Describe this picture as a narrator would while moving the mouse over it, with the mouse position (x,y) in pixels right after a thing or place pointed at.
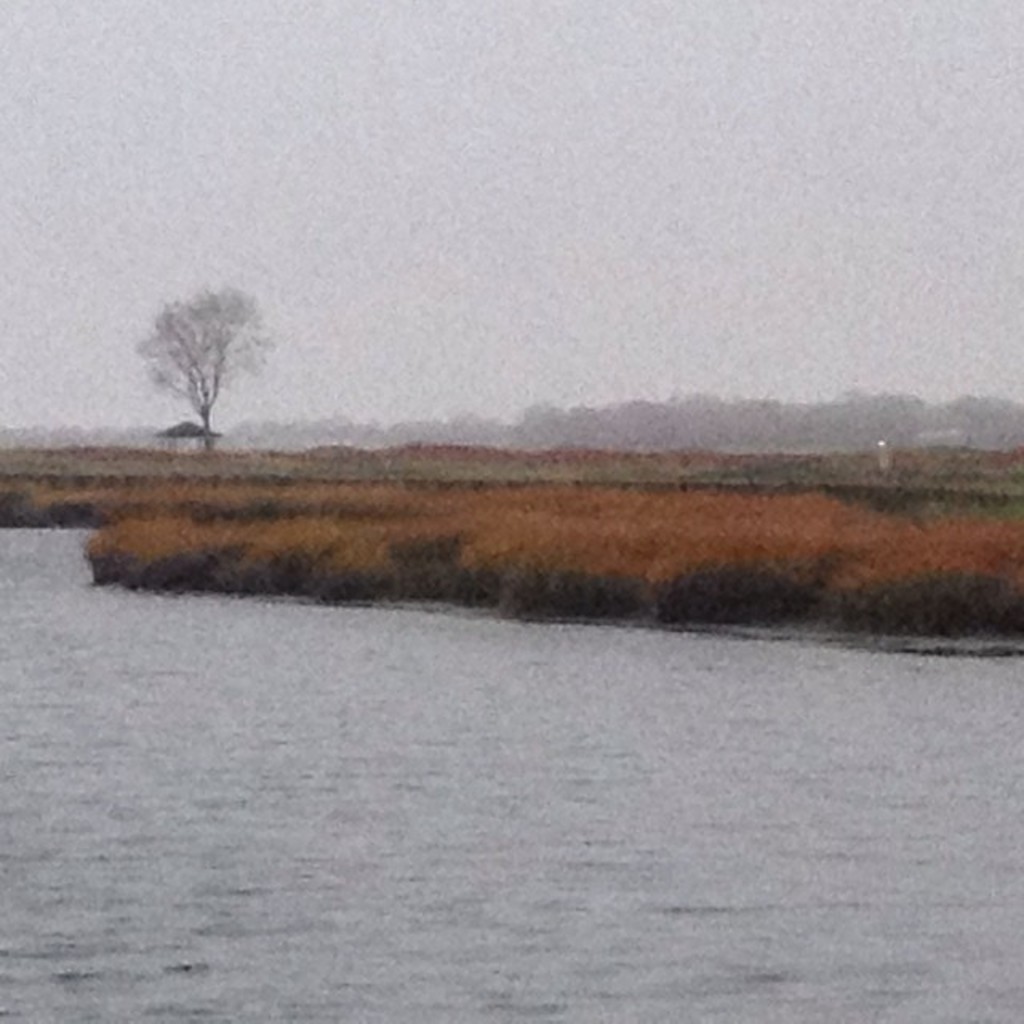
In the picture we can see water (320,899) and some far from it we can see grass (445,503) and behind it we can see a tree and behind it area (491,420) is covered with fog (386,229).
